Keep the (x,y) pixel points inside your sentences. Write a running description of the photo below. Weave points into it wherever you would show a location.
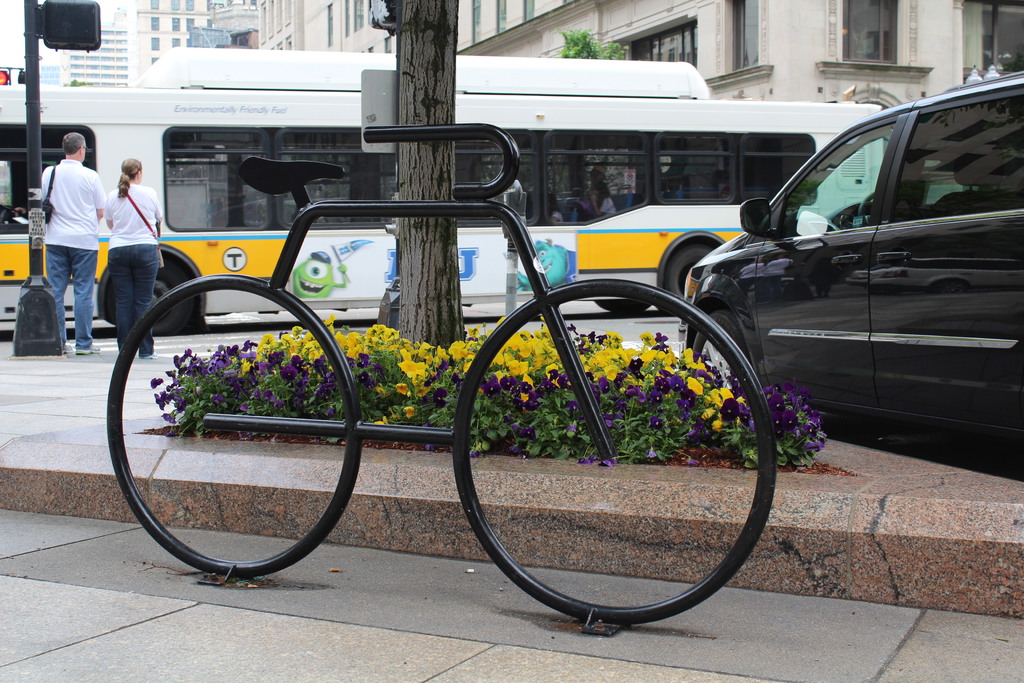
In the center of the image (474,382) we can see a sculpture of a bicycle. There are plants (448,402) and we can see flowers (539,339). In the background (560,165) there are vehicles (681,228) and buildings (366,1). On the left (118,234) there are people (118,254) standing. There is a pole (36,236). We can see trees (412,270).
